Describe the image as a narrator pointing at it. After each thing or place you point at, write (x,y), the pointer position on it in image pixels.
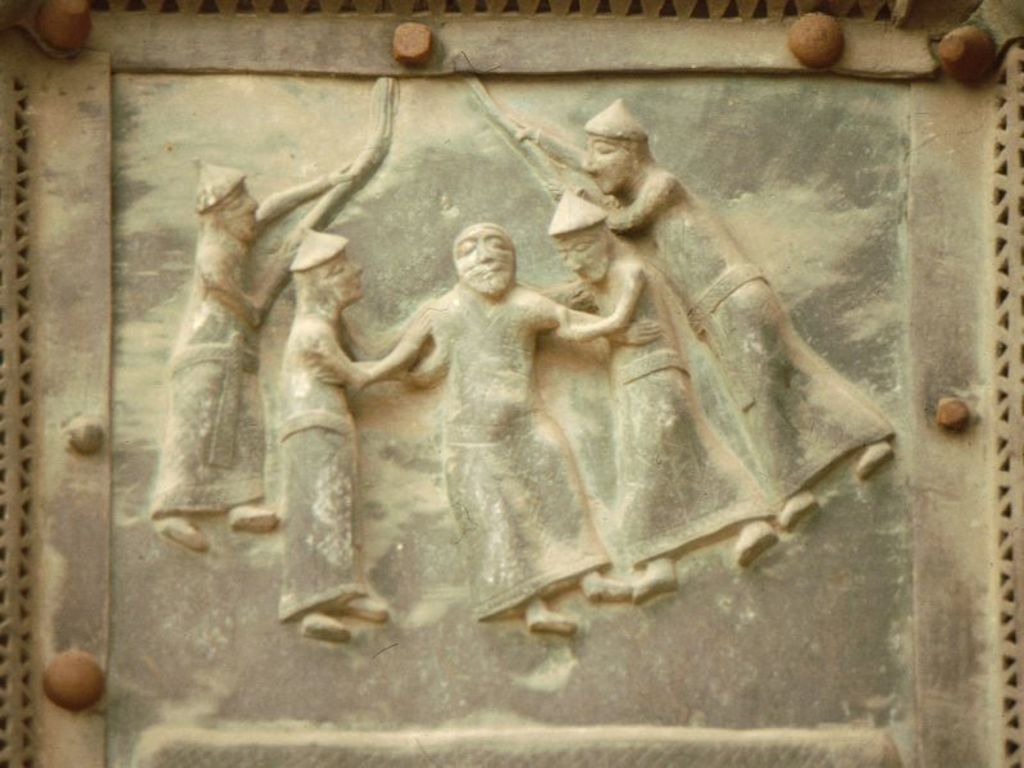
In this image there is a sculpture (467,393).
